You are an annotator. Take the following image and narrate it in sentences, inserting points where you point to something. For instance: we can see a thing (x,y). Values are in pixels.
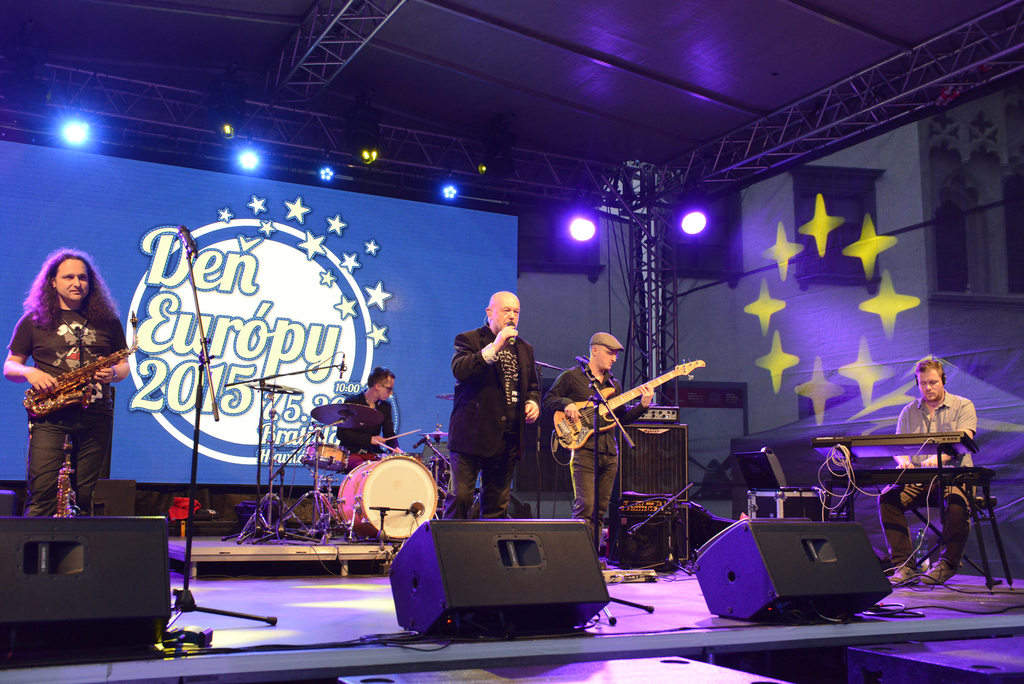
In this picture there are a group of people (513,424), those who are playing music, the front person (503,408) who is standing at the middle of the image (519,335) is singing in the mic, the right side person (923,372) is playing the piano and there is a man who is sitting behind the front person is playing the drums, there are some speakers (624,467) and different types of music instruments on the stage (324,549).
